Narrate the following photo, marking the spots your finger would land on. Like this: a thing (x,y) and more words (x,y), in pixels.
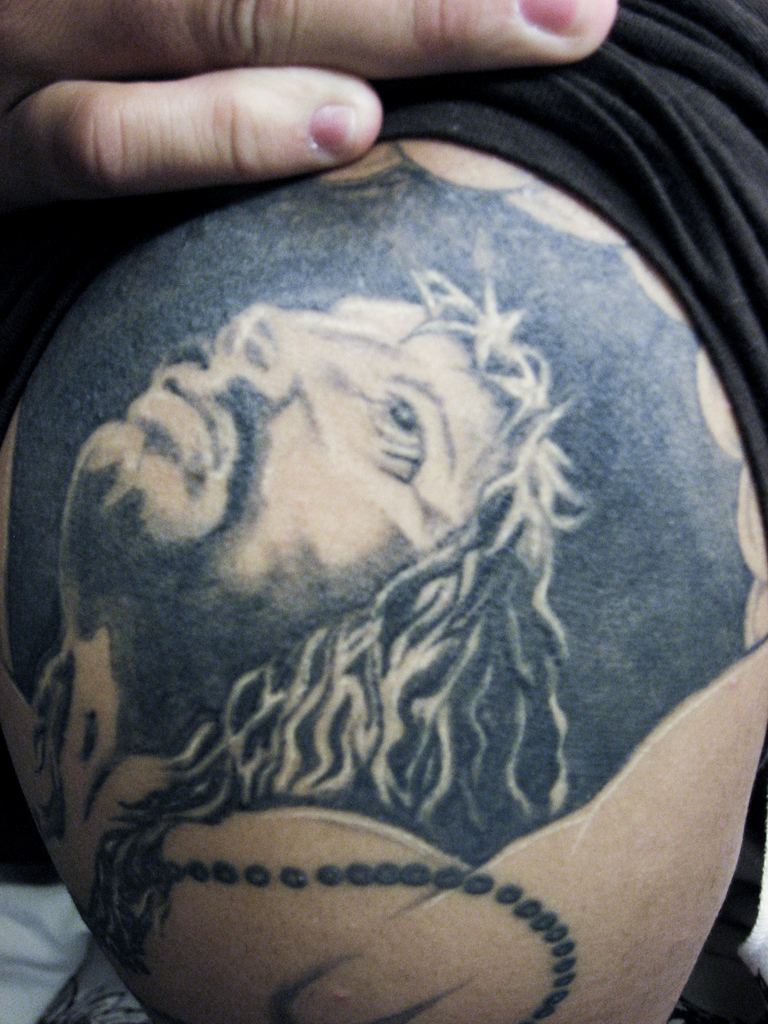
I can see there is a man (628,169) he has a tattoo (392,645) and he is wearing a t-shirt (613,142).
